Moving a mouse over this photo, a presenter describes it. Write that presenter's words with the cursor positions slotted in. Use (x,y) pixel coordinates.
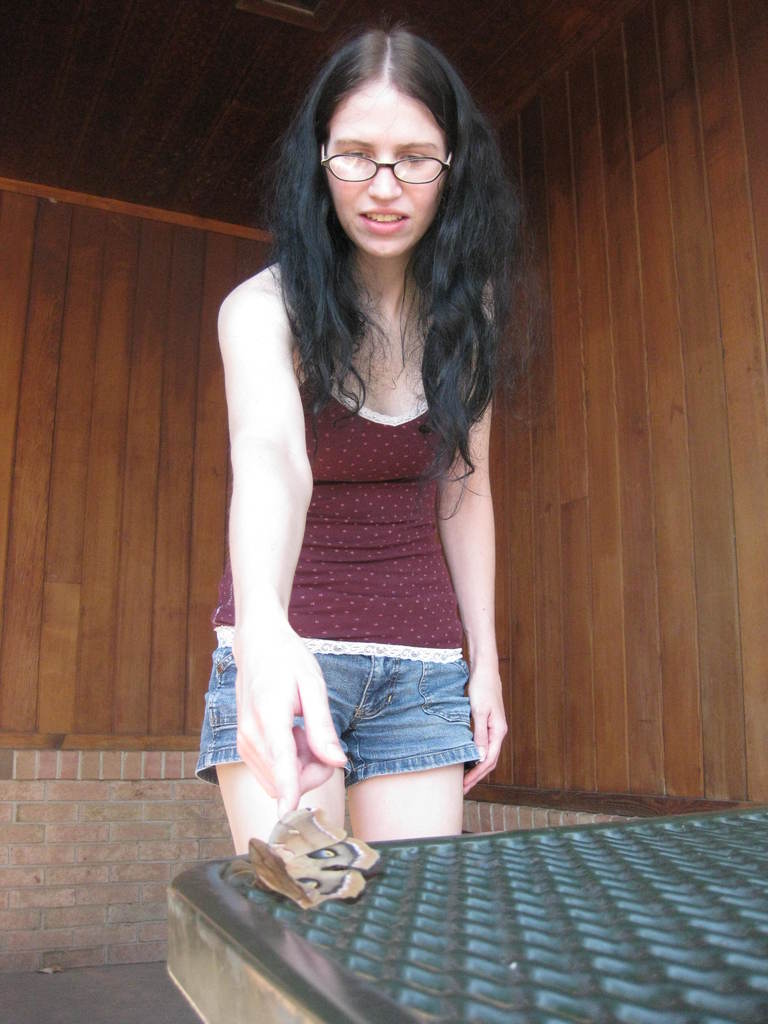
In this picture we can see a woman (335,626) is standing on the floor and in front of the woman (367,511) there is an insect (308,867) on an object (328,907). Behind the woman (384,559) there is a wooden wall (731,201).
